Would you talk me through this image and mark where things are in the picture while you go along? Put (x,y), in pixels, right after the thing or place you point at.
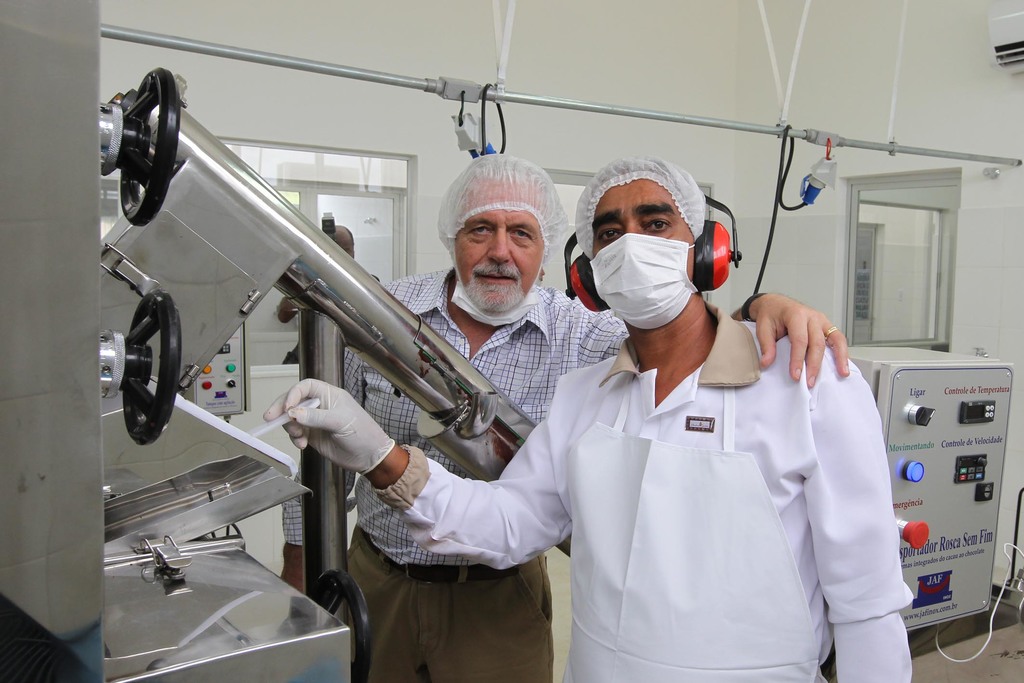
In this image two persons (616,437) are standing. The person (638,557) at the right side (732,552) is wearing headsets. He is holding an object (313,408). Left side (135,608) there is a machine (311,455). Background (906,325) there is a wall (748,236) having windows (921,245). Right side (984,526) there is a machine (988,511). Right top an air conditioner (1012,38) is attached to the wall (985,96). Top of the image (397,72) there is a metal rod (416,78) having wires (792,204).
